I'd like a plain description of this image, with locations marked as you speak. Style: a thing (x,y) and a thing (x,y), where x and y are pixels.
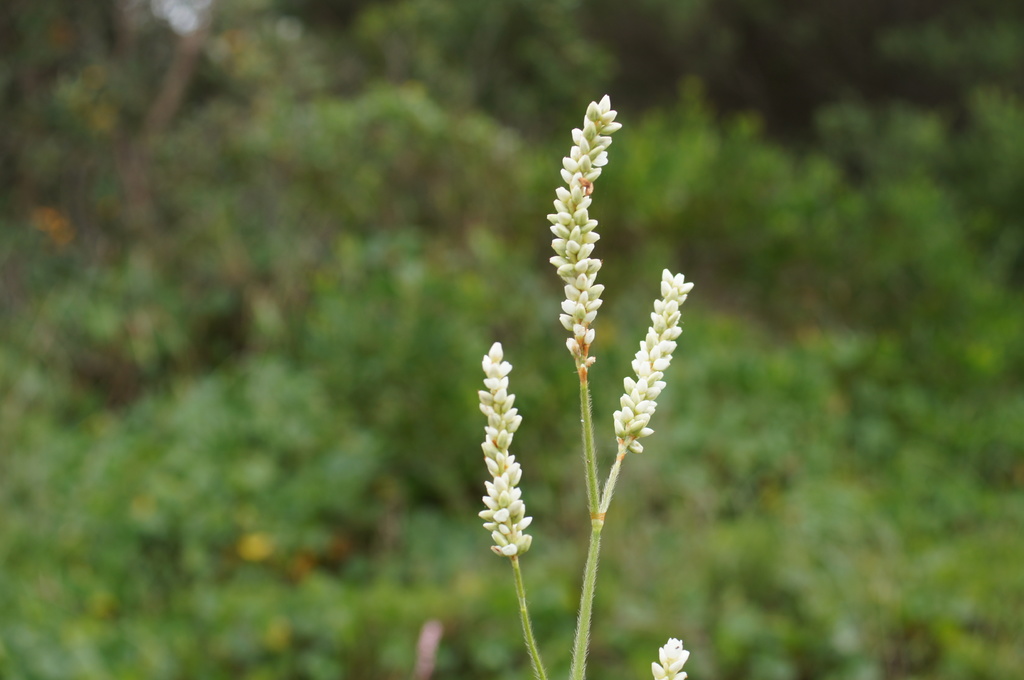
In this image in the foreground (593,196) there are some flowers (584,309), and in the background (780,554) there are plants (454,441).
